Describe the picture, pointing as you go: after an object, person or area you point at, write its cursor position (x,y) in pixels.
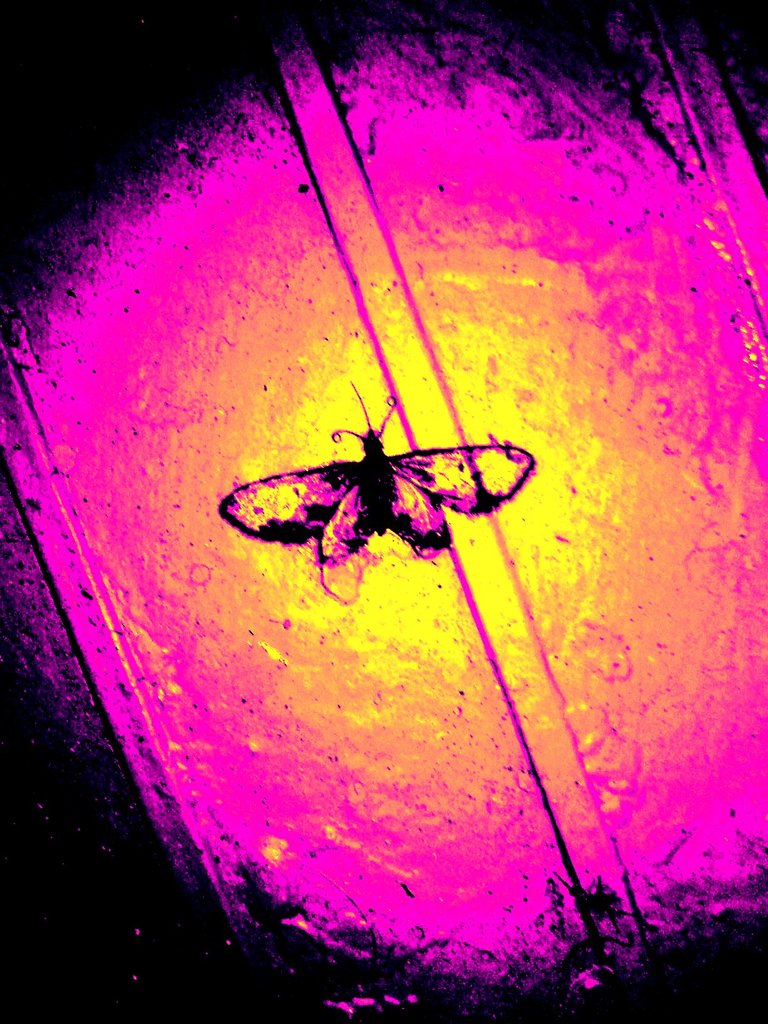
In the picture there is an insect (386,500) and around the insect (277,484) there are multiple colors of surfaces (323,369).
